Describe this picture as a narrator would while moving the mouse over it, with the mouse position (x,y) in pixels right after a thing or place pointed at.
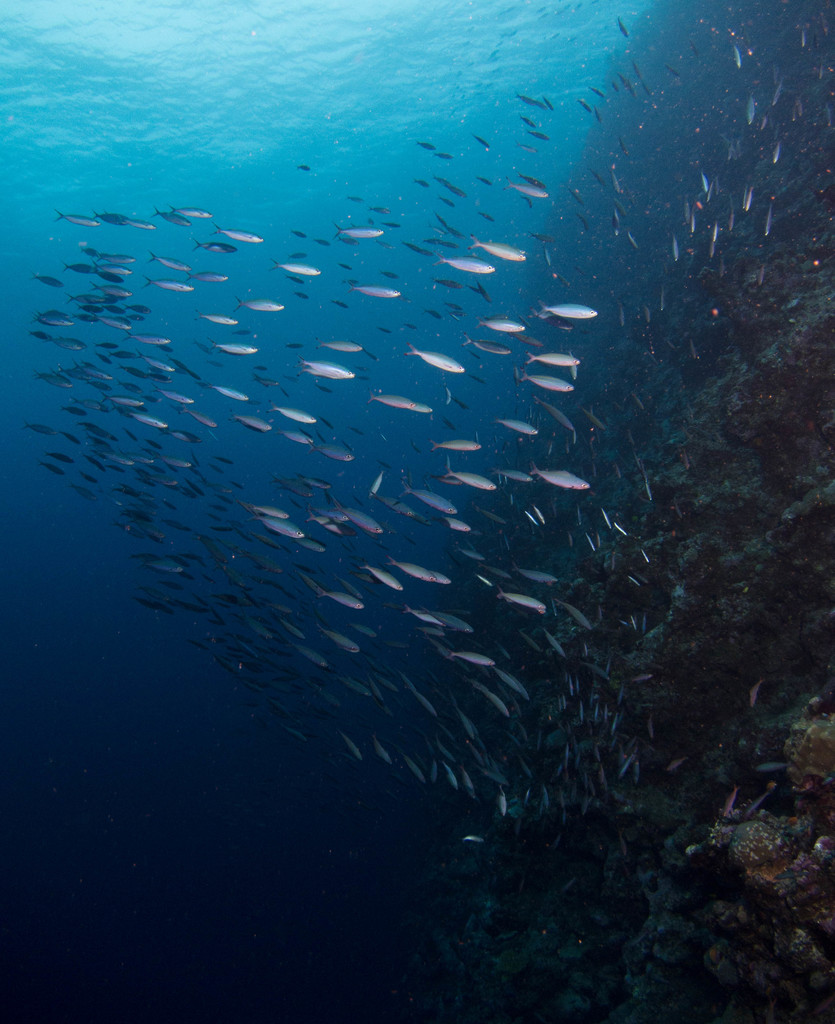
In this image, we can see fishes (35,428) in the water (361,638). Here it seems like a rocks (625,646) on the right side of the image (630,691).
